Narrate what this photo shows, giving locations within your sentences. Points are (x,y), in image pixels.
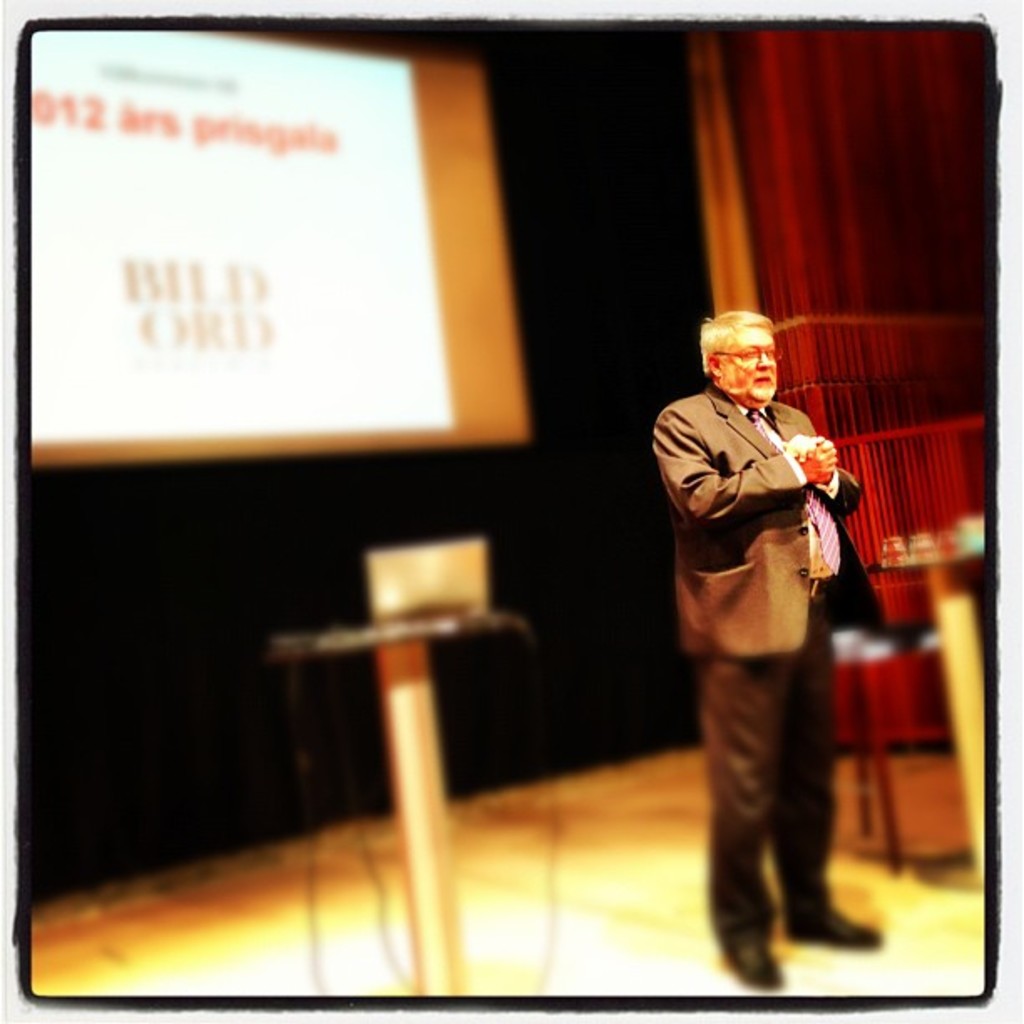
In this picture I can see a man (745,492) who is standing in front (770,446) and I see that he is wearing formal dress (827,616). Beside to him I can see a stand (404,640). In the background (237,329) I can see the projector screen (173,200) on which there is something written. On the top right of this picture (845,114) I can see the red color curtain (792,143) and I see that it is a bit in the background (793,116).
